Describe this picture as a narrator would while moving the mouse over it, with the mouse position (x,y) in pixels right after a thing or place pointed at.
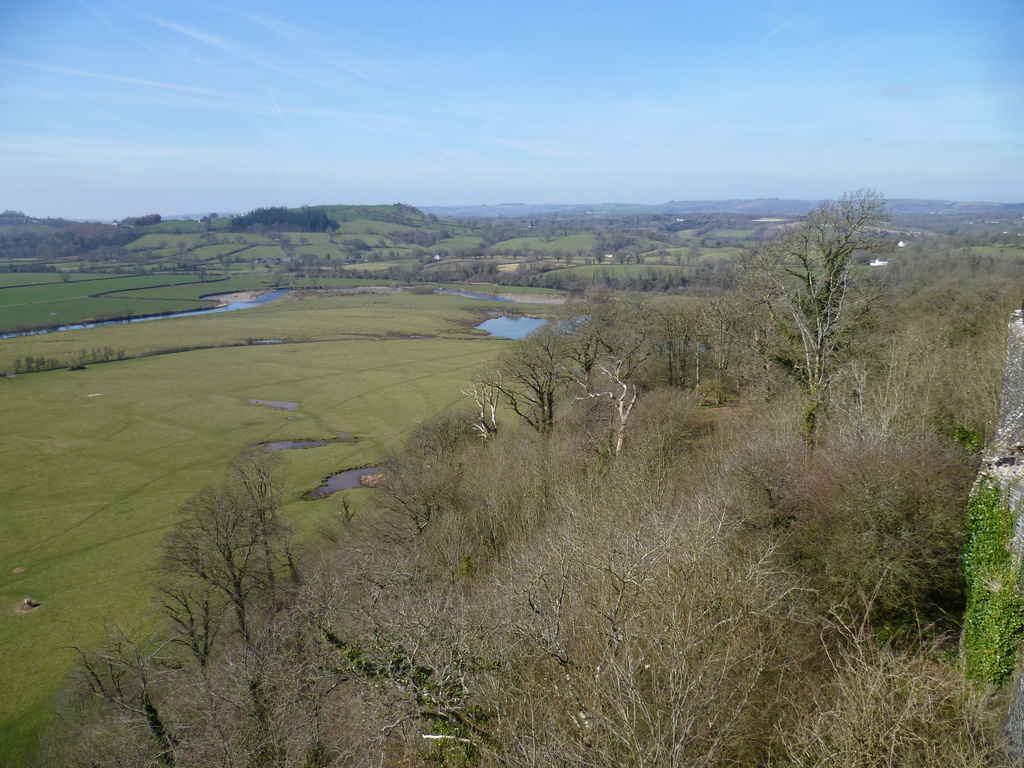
In this image there are trees (416,437), grass (159,365), ponds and mountains (779,204).
